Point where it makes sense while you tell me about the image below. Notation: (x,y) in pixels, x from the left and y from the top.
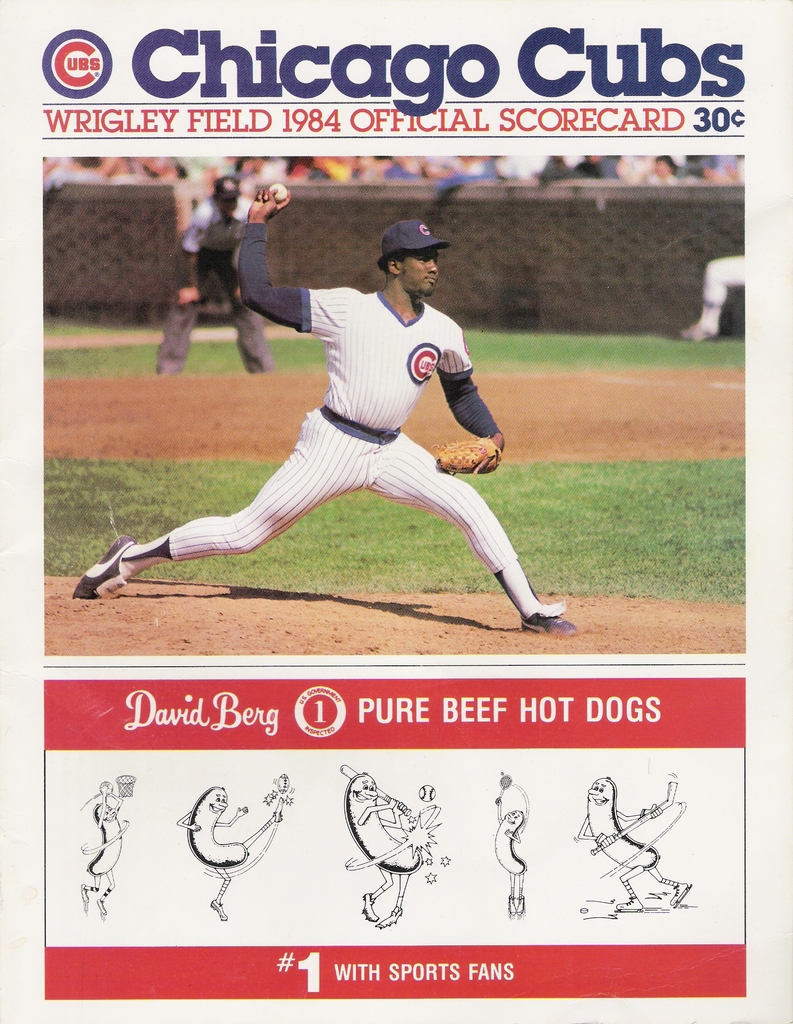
In this picture there is a poster (291,229). In the center (392,354) we can see pitcher (387,424) who is wearing cap (427,247), gloves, t-shirt (377,351), trouser (191,556) and shoe (117,566). He is also holding a ball (281,188). In the back (194,289) we can see a man (221,240) who is wearing shirt (215,218) and he is standing near to board (364,247). At the top (619,173) we can see the group of persons (389,173) sitting on the chair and watching the game. At the bottom (609,848) we can see the depiction of the hot dogs (396,871).
